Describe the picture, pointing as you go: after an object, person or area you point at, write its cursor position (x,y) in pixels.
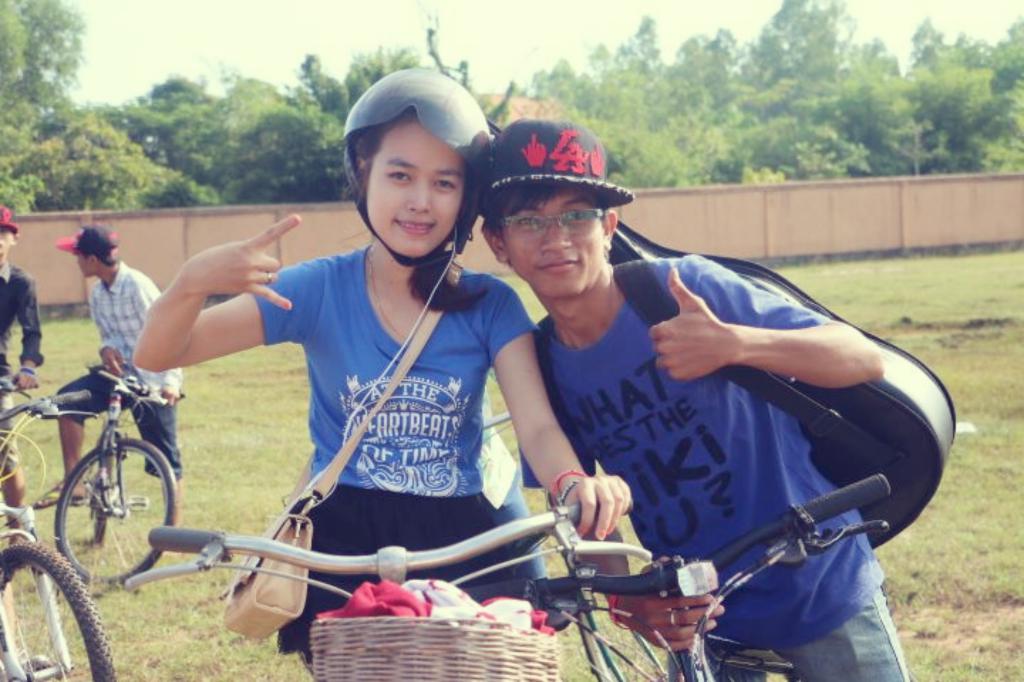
In the image there is a girl (391,317) and boy (596,389) on bicycles (670,659), the boy (836,371) had guitar (863,397) on his back (768,299) and the floor (190,474) is of total grass (187,616) and the background (776,225) there is fence (809,204) and in the whole background (136,44) there are trees (186,129) and sky (391,47).
